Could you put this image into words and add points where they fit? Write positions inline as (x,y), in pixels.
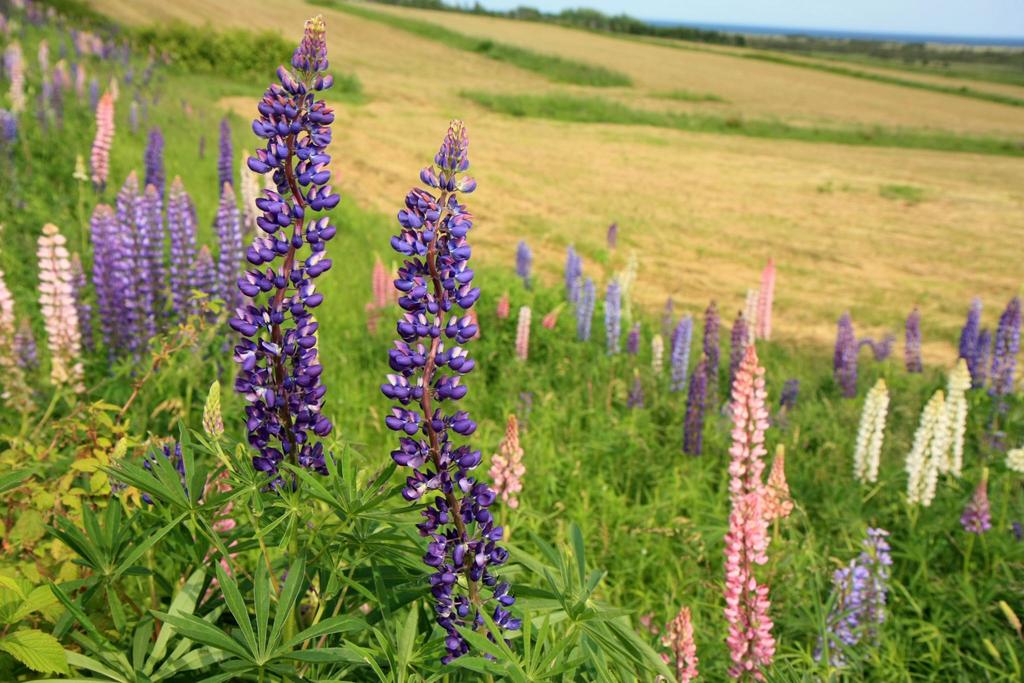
Here we can see plants (465,437) with flowers (269,349). Background (909,6) it is blur.
